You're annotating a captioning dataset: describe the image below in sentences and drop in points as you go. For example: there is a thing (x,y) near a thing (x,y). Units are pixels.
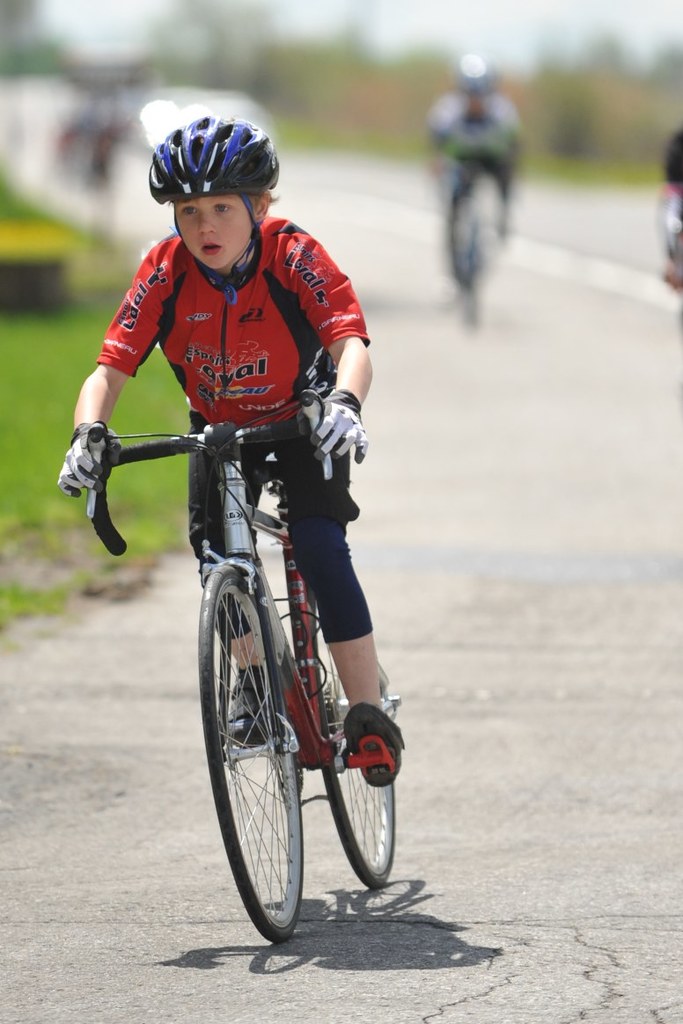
In this image we can see a boy (313,320) is riding a bicycle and he wore a red color dress (200,320) and a helmet (156,162). Background of the image (246,53) is in a blur.
